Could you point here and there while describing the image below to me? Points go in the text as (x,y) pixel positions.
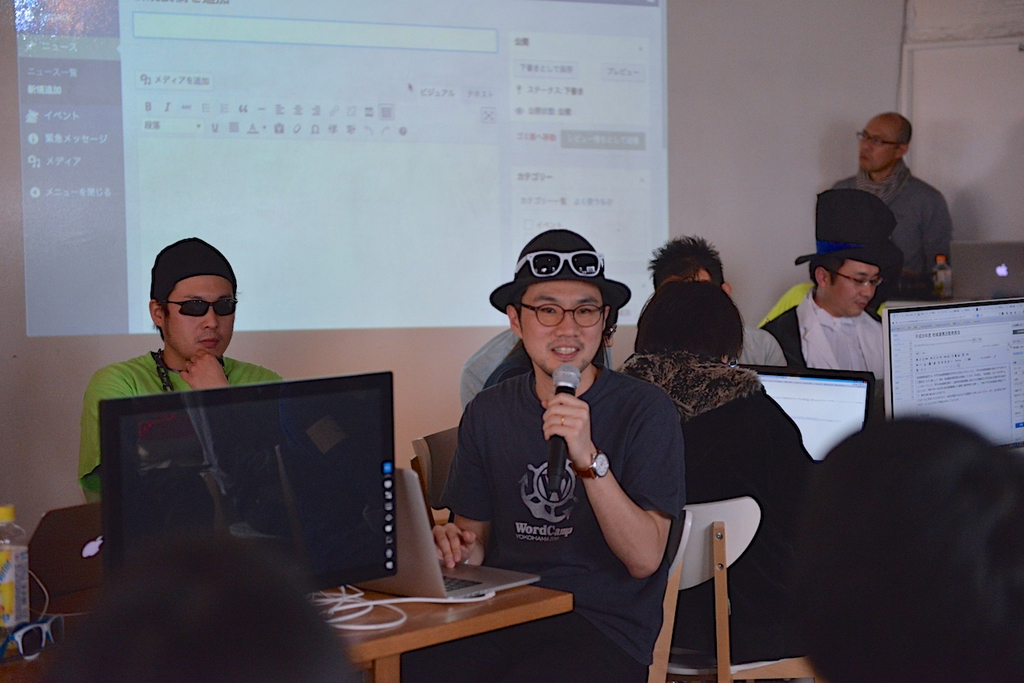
As we can see in the image there is a white color wall (836,176), screen (474,115), few people (504,480) sitting on chairs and tables (355,635). On tables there are laptops (232,437). On the left side (13,564) there is bottle (6,539) and spectacles (45,621).
